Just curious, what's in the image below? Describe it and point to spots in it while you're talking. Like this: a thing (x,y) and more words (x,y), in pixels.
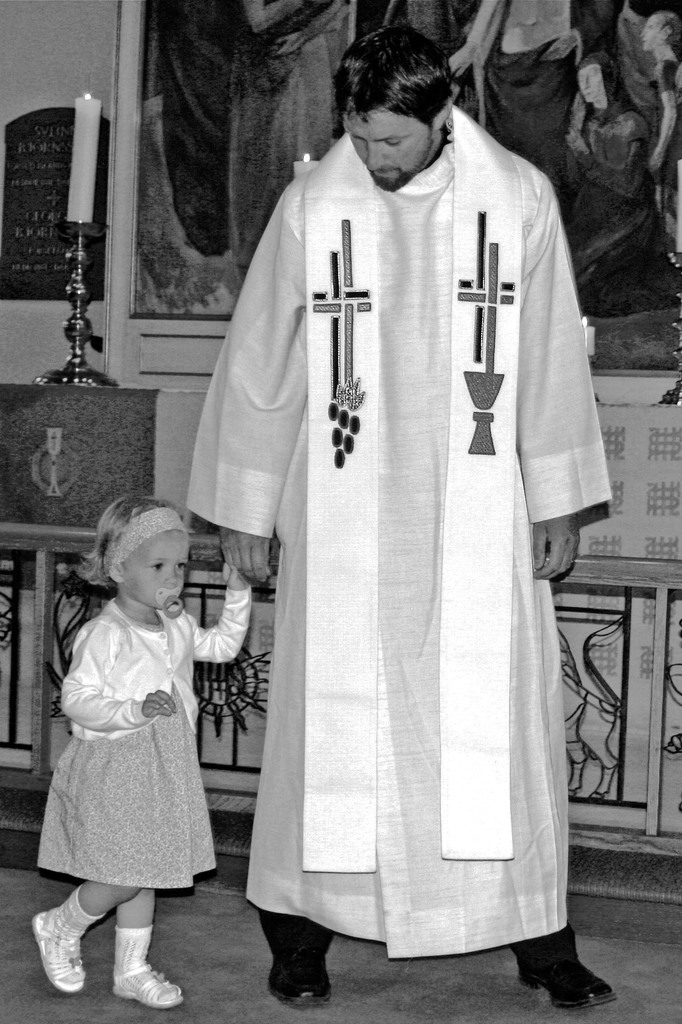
In this image we can see a black and white picture of a person (387,517) standing and holding a hand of a child (95,743) with his hand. In the background (80,145), we can see some candles (80,145) on stands (89,371), a board (61,251) with some text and a barricade (663,726). At the top of the image (195,76) we can see a photo frame (195,76).
